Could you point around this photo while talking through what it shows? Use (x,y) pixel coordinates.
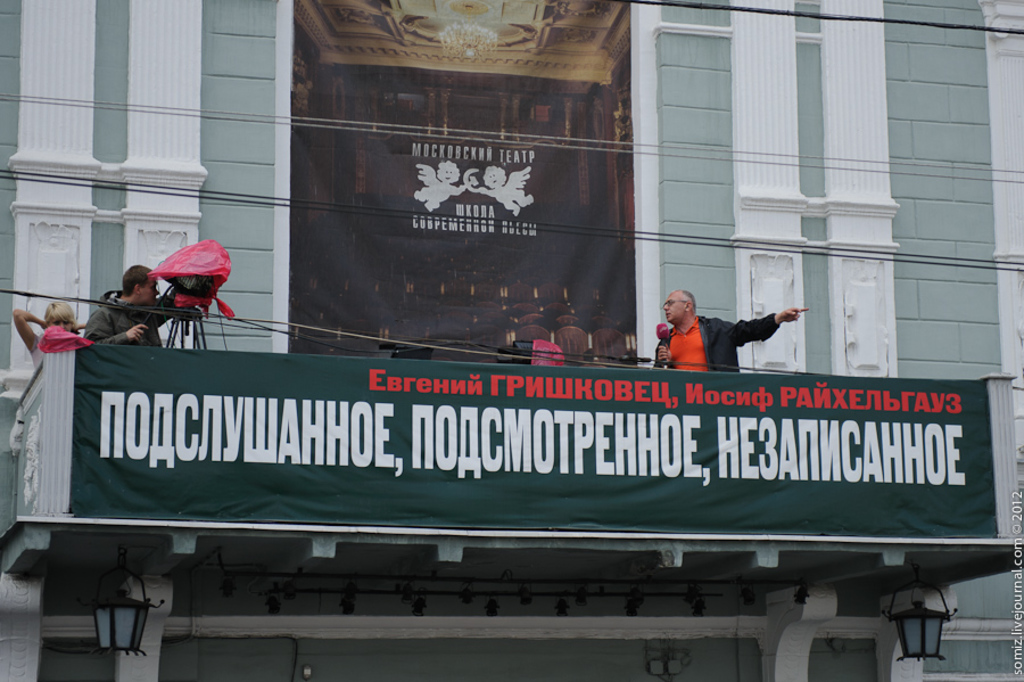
In this image we can see the banners (444,395), wires (750,369), person (693,334) holding a mic (662,354) in his hands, this person (132,315) is in front of the tripod stand (201,309) which is covered with cover (207,249) and we can see a woman (33,341) standing here. Here we can see lamps (938,613) and wall (941,122) in the background (979,122).
